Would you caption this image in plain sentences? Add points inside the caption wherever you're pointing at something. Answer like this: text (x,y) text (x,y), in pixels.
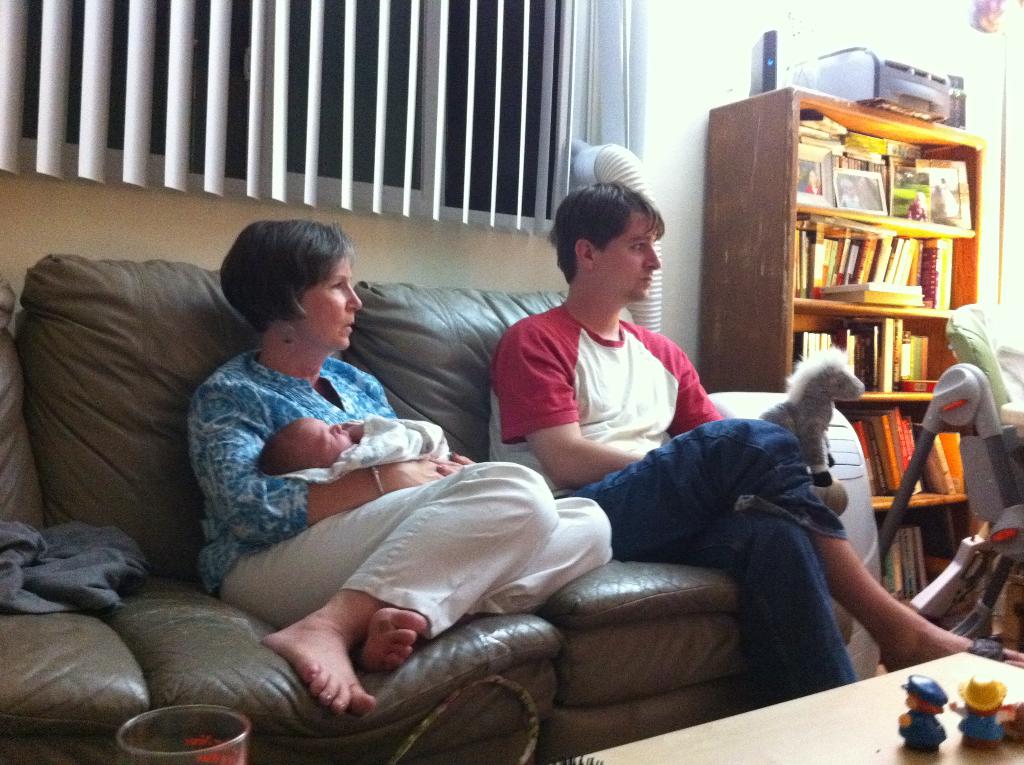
in this image the two persons (323,536) and one baby (293,464) they are sitting in the chair (417,342) in this there are so many things (870,703) like table (849,718), rack (944,318) and some books (901,297) in rack (872,310) again many books (829,289) and behind the person (687,374) the window (373,139) is there
